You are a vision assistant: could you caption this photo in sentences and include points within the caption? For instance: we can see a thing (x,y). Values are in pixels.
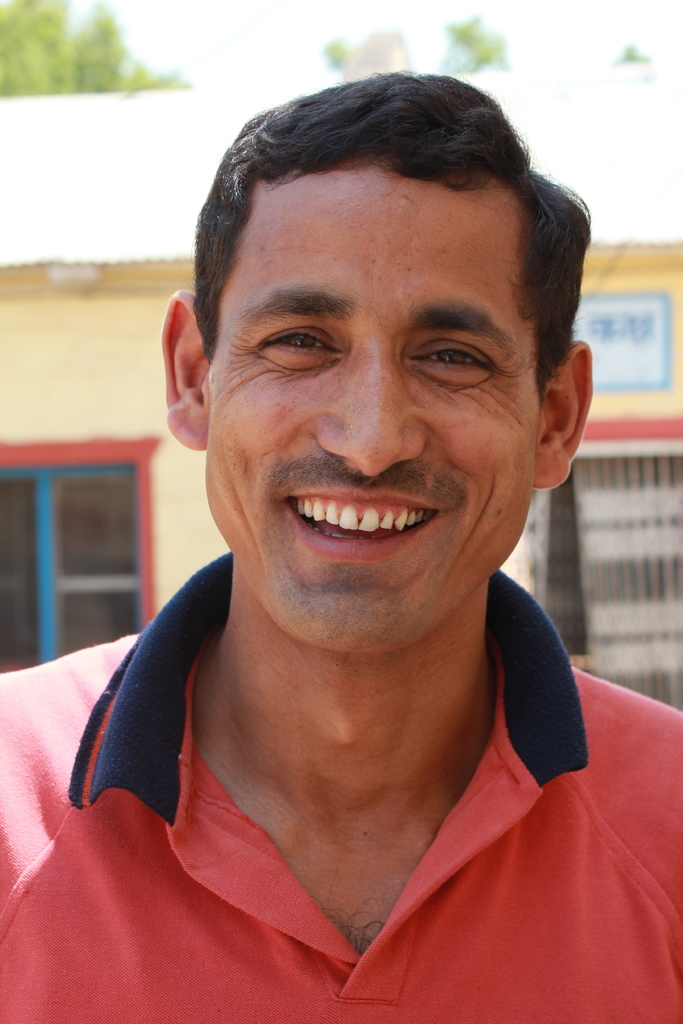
In this picture we can see a man (284,868) smiling. There is a building (47,557) and trees (45,54) in the background (632,343).
